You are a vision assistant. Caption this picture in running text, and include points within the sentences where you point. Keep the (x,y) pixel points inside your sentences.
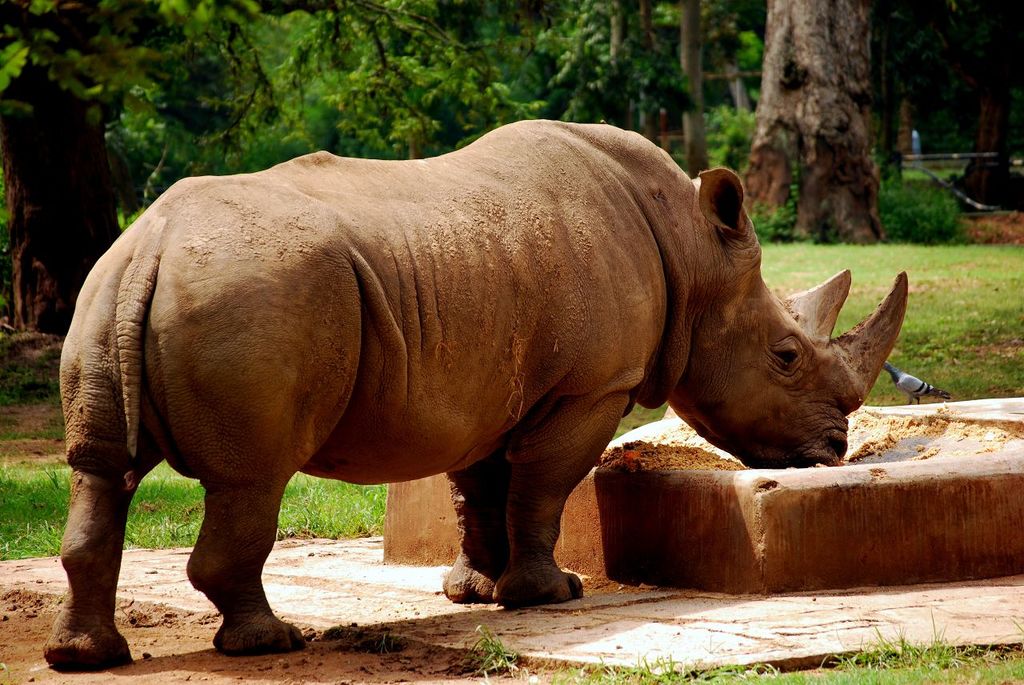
In this image in the center (554,335) there is an animal (370,338), and on the right side (951,440) there is sand (972,440). And at the bottom (488,651) there is mud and grass (940,665) and some tiles (894,591), in the background (901,235) there are some trees (835,169) and a bird (909,388).
